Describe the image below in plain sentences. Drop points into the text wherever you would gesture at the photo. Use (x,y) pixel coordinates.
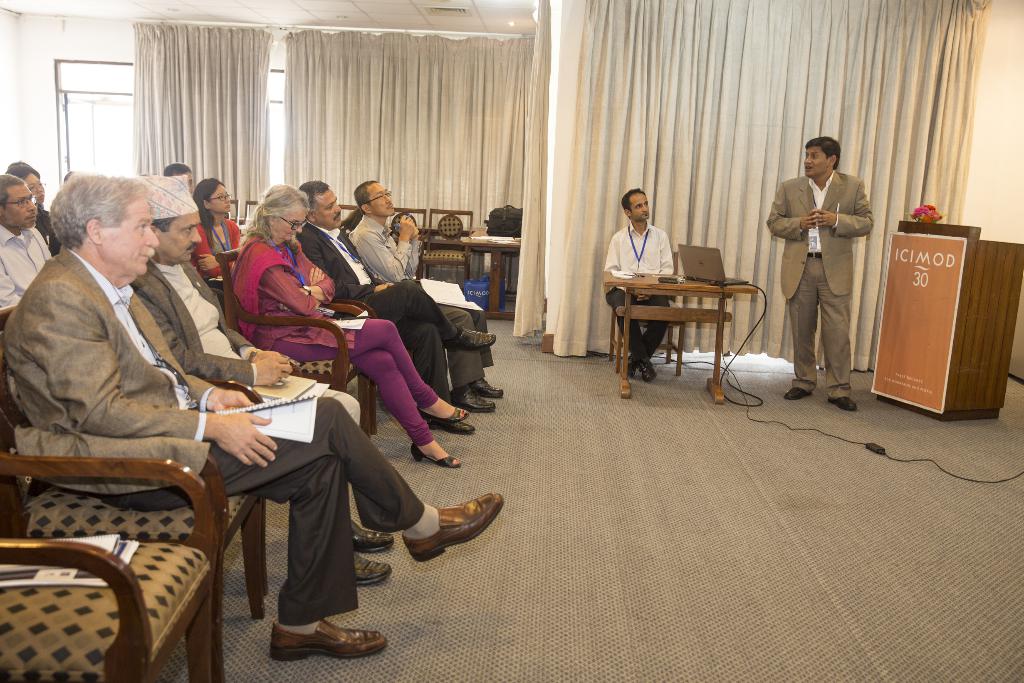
In this image on the left (160,276) many people (269,224) are sitting on chairs (87,522). Few (175,497) are holding papers (439,297). In the middle (625,229) a person (629,263) is sitting on chair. In front of him on the table (656,279) there is a laptop (689,274), papers (628,278) few other things (640,275). Here a person (822,194) is standing. He is talking something. Beside him there is a podium (922,231), on it there is bouquet (916,212). In the background (750,90) there are curtains (433,77). On the ceiling (475,17) there are lights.
